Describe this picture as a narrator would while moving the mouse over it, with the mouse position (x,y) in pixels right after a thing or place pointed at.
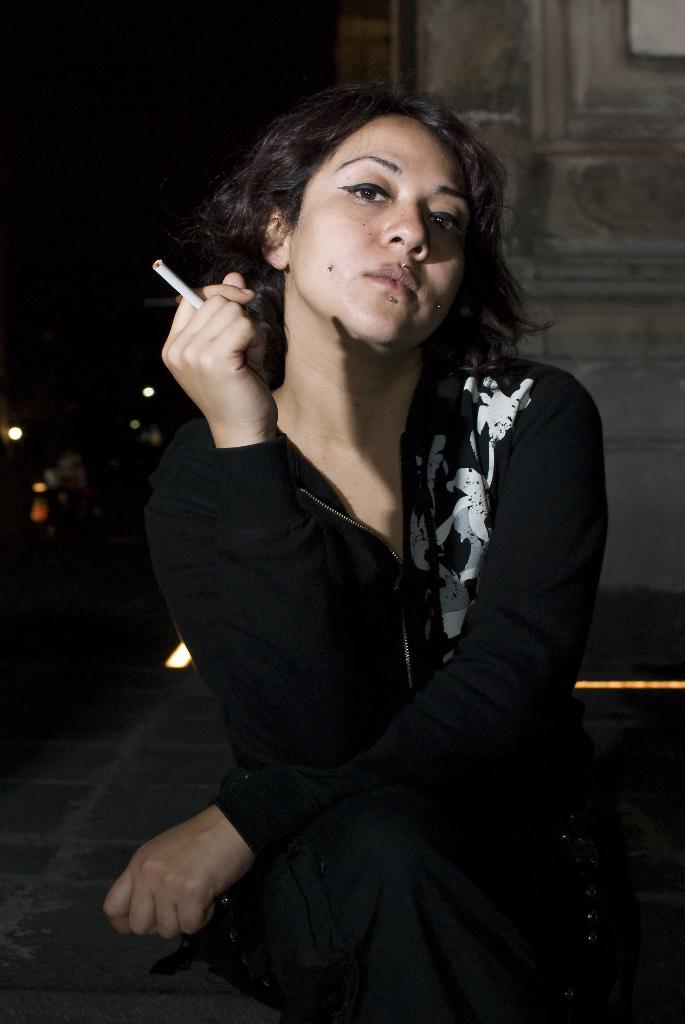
In the foreground of the picture (536,701) there is a woman (521,586) sitting, wearing a black dress (307,476) and holding a cigarette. The background (23,135) is blurred. In the background (567,133) there are lights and a wall (555,177).
